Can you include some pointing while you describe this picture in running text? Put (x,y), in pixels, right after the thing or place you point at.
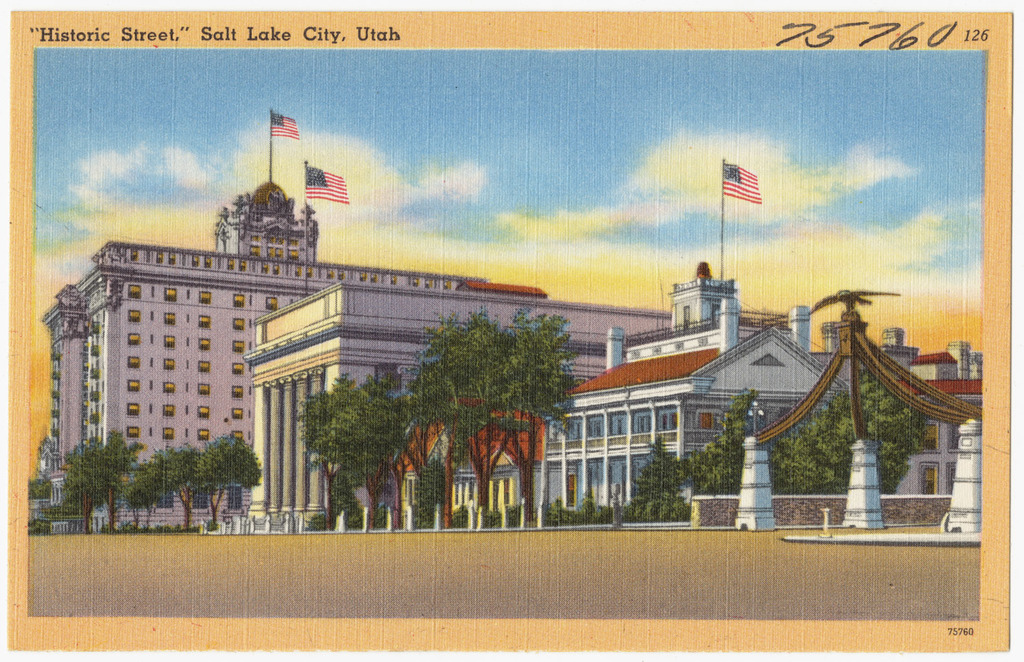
In this image there is a drawing (599,357) which contains a few buildings (68,393), trees (360,444), fences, a statue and there are flags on a few buildings (550,482), on the top left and right corner of the image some text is written.
